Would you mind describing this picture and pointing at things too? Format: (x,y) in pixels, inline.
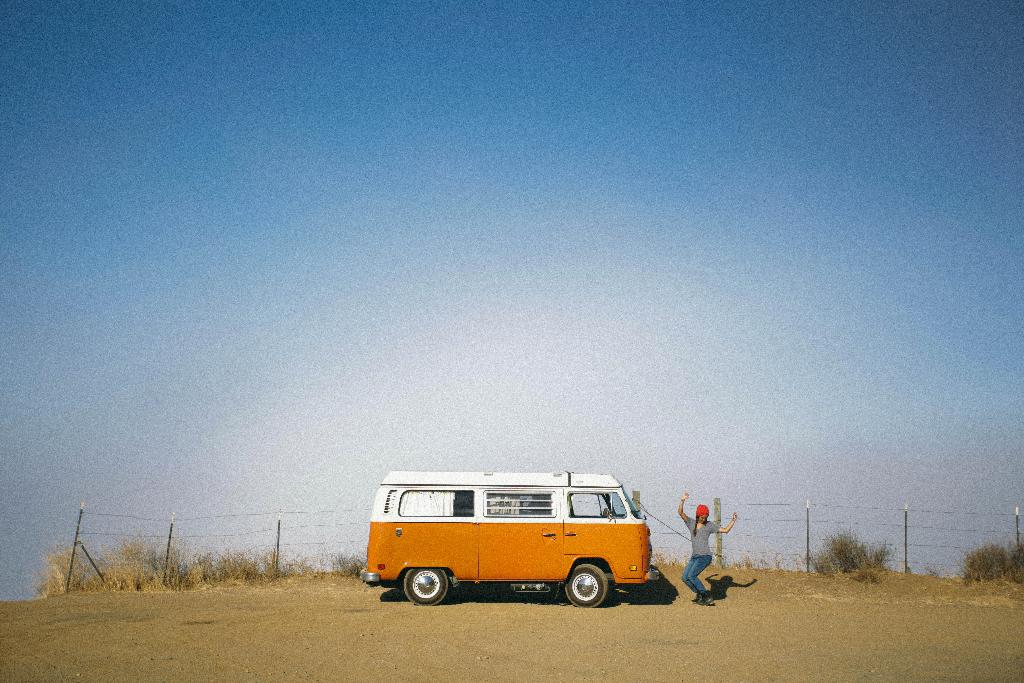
In this image we can see a motor vehicle (592,590) and a woman (703,566) standing on the road (453,627). In the background (234,532) there are shrubs (144,563), bushes (138,546), an iron fence (171,540) and sky (390,254) with clouds (252,535).
